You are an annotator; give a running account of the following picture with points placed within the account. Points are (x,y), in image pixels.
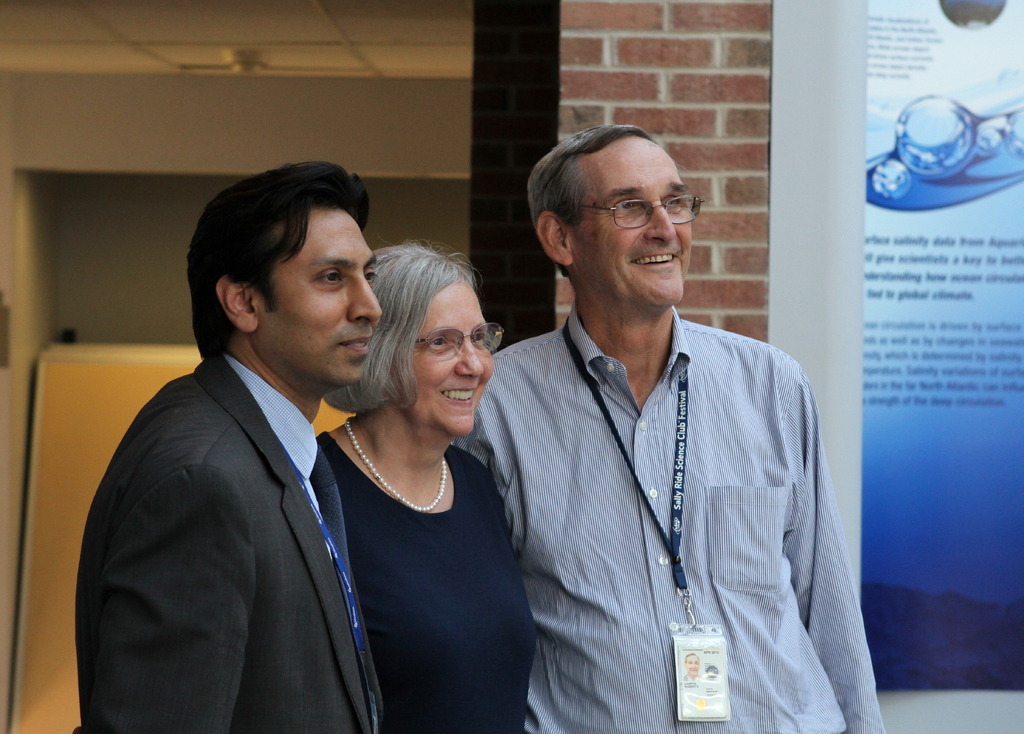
In the image we can see two men (483,450) and a woman (464,465) standing wearing clothes (498,611) and they are smiling. Two of them are wearing spectacles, identity card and the woman (433,549) is wearing a neck chain (414,509). Here we can see the poster (921,413) and text (960,356) on it and here we can see the brick wall (697,105).
